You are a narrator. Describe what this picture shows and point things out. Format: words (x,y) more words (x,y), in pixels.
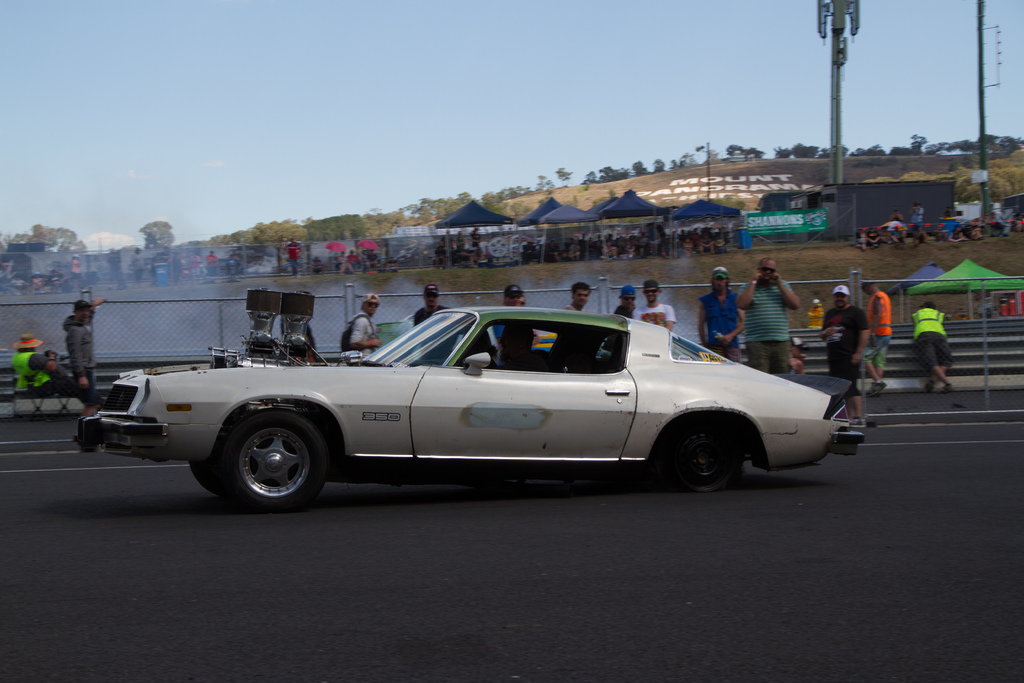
In this picture there is a car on the road (840,520). Beside the car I can see many people (666,314) are standing on the road (888,406). In the background (593,251) I can see the persons (644,241), tent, poles (840,152), mountain (849,165) and trees (439,217). At the top (504,45) I can see the sky (551,58).
